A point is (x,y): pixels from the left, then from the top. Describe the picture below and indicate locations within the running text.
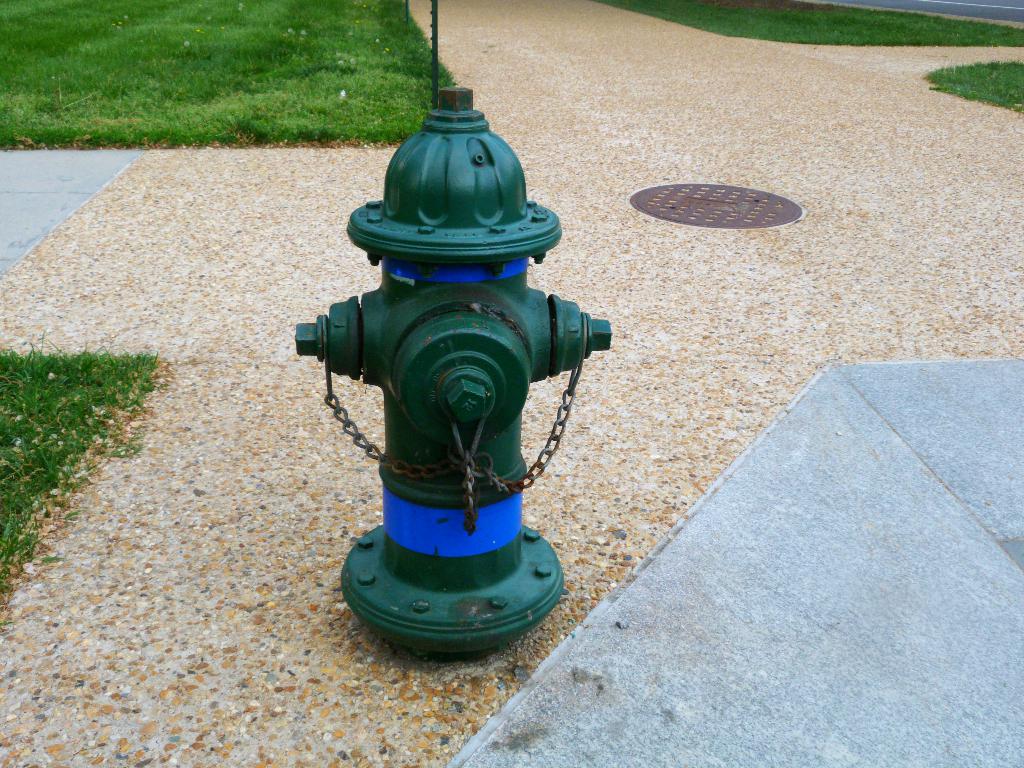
In this image we can see the fire hydrant (415,398) on the ground (541,431). And we can see the grass (404,64) and pole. Right side, it looks like a road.
